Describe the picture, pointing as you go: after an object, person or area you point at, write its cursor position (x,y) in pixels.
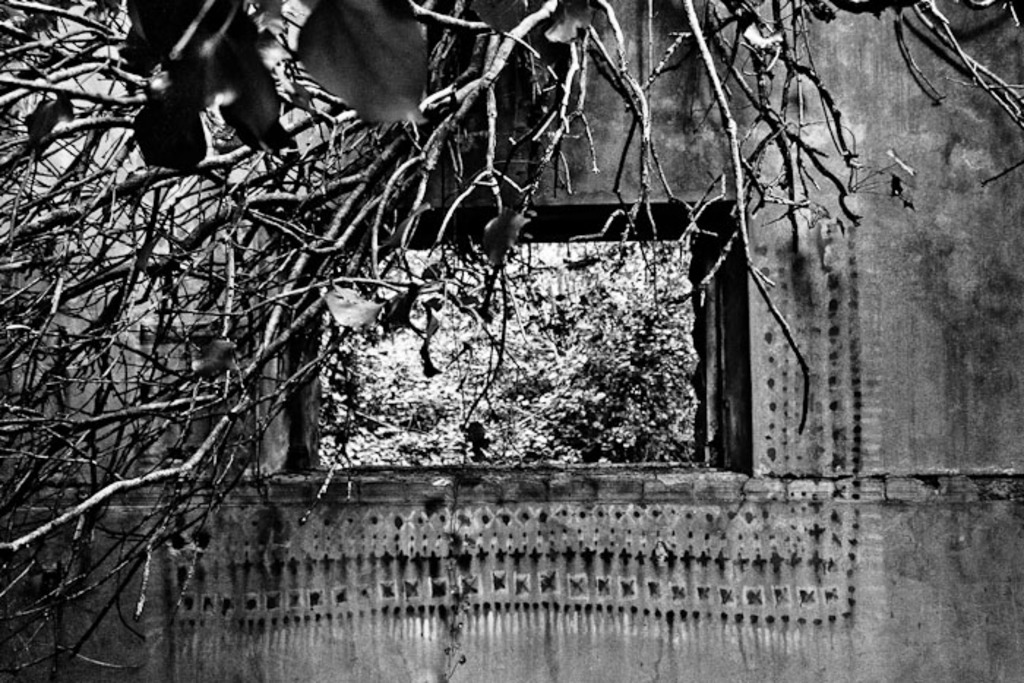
In this image I can see a black and white picture. I can see a tree (118,325), a building (668,565) and a window (645,375) through which I can see few trees (534,396).
